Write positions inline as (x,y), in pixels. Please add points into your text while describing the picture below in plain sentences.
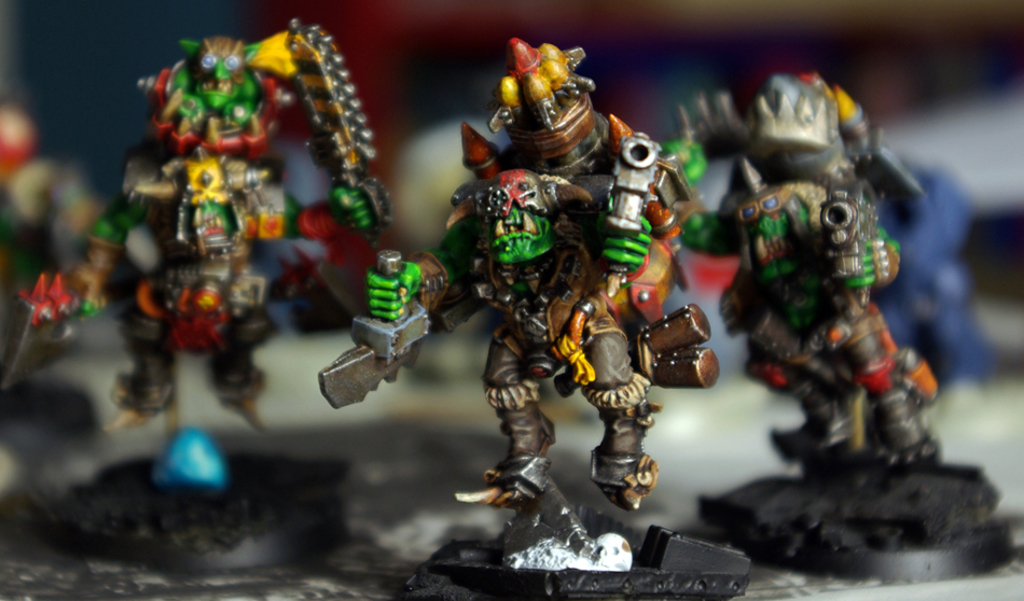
In this image I can see few toys (549,312) which are green, black, red, brown, orange, silver and yellow in color. I can see the blurry background (558,446).
